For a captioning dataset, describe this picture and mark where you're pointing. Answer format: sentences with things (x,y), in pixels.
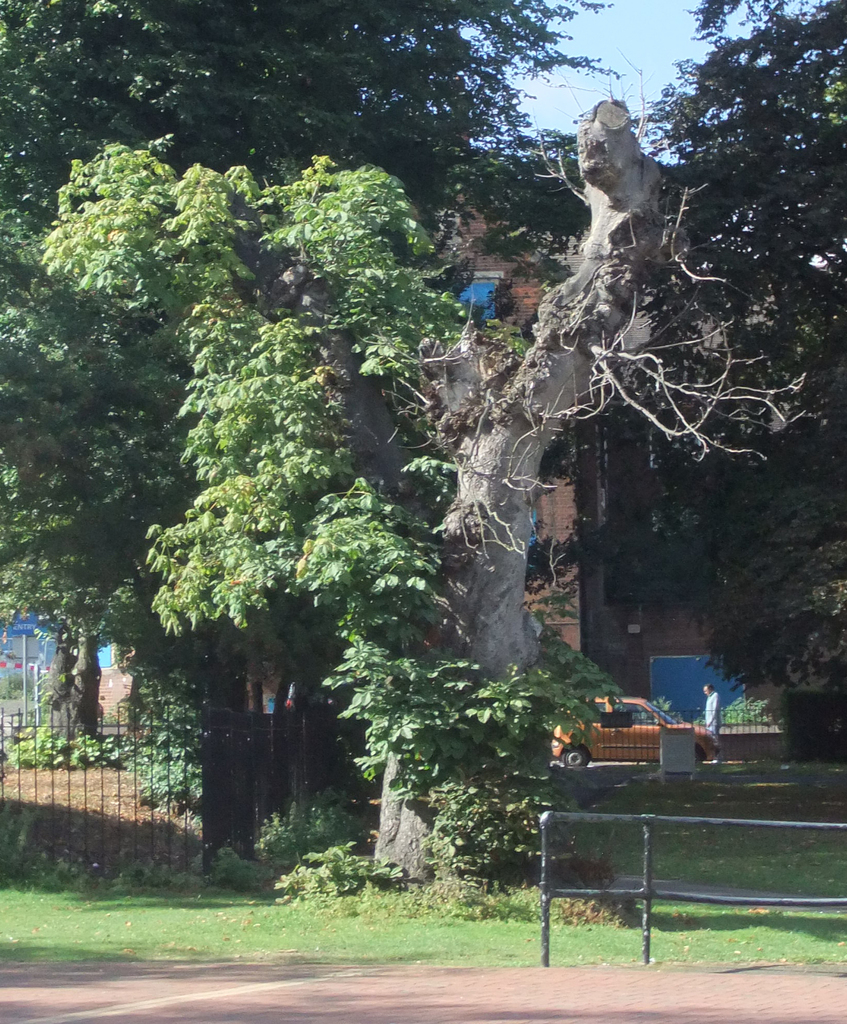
In this image there is a tree (499,639) on the grass (798,799), behind that there is a fence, car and building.
